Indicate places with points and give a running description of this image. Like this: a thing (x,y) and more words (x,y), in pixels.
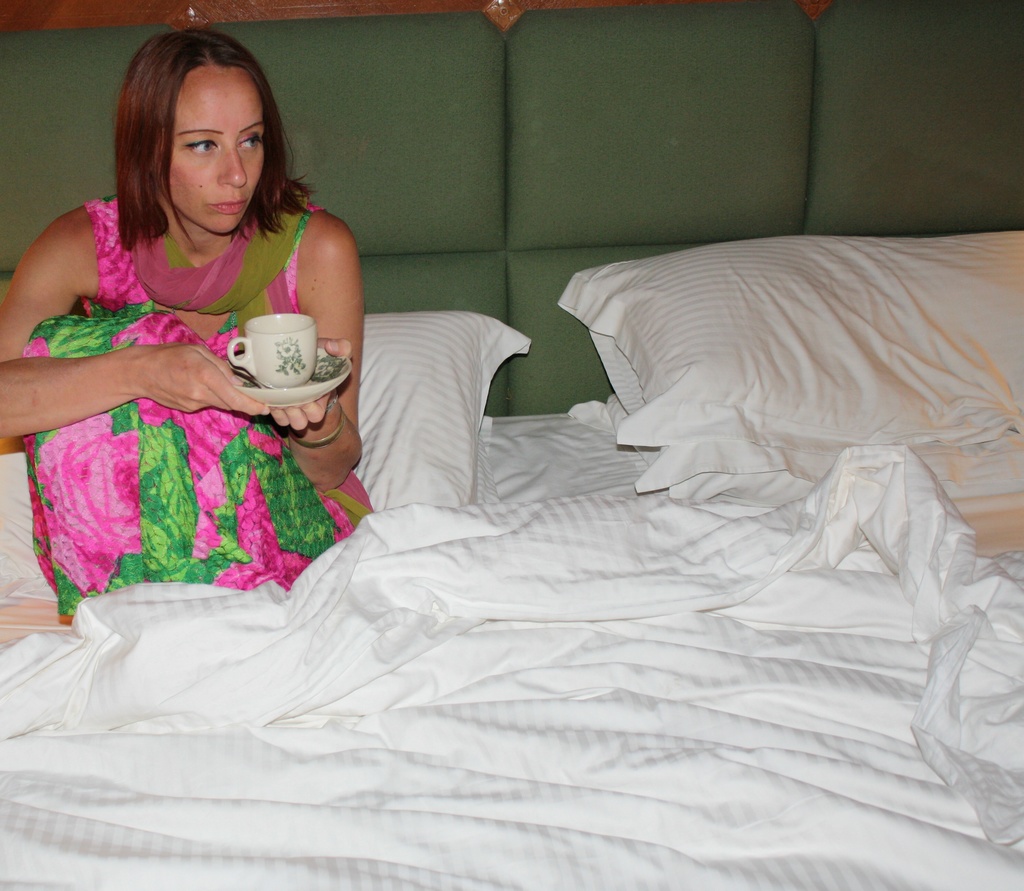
As we can see in a picture that a woman (131,401) is sitting on a bed (322,607) and holding a tea cup (289,371). This is a pillow (399,378) and blanket (801,608).
